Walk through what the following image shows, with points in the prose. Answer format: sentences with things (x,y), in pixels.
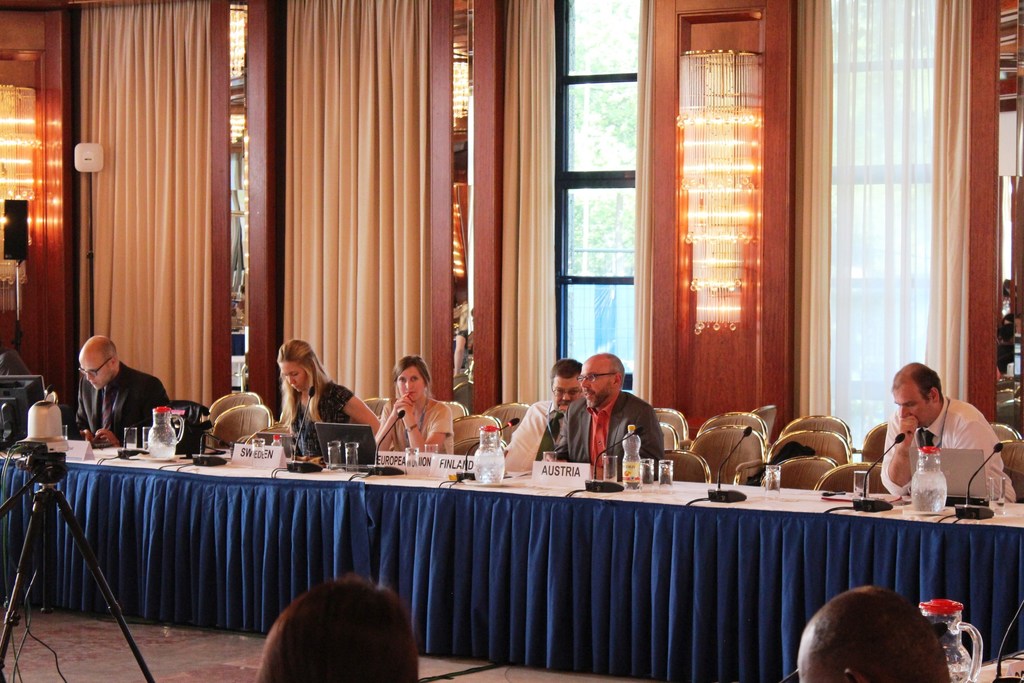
In this image we can see a six people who are sitting on a chair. This is a table (708,505) which is covered with a cloth (528,631). In the background (601,260) we can see a glass window (626,257) which is bounded with a curtain (855,226).
